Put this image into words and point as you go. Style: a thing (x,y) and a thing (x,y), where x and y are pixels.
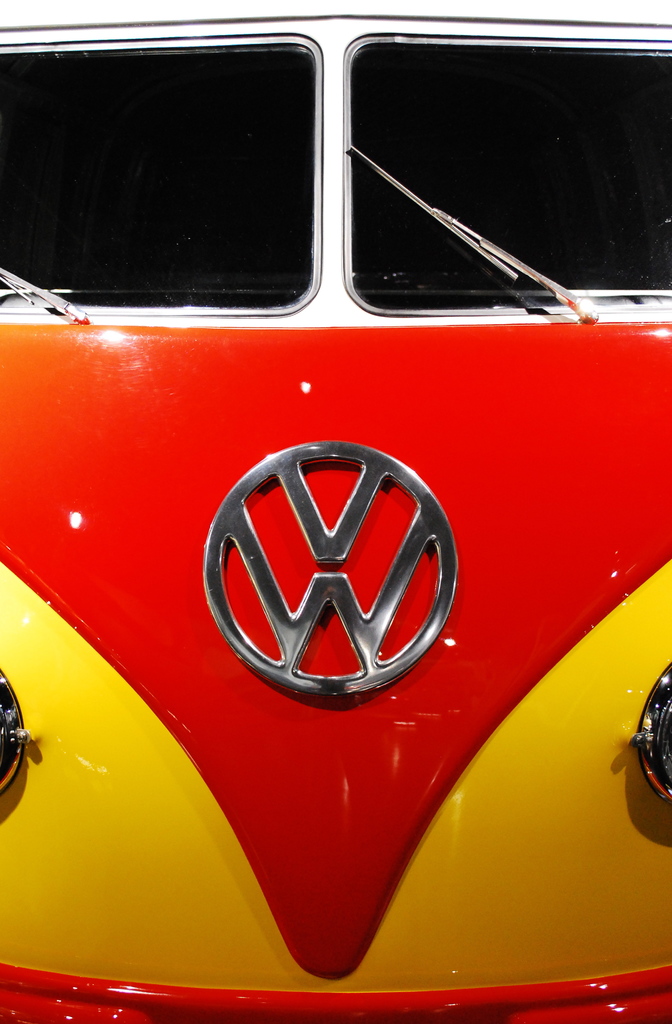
In this image there is a vehicle (208,370). The vehicle (204,778) is red and yellow in colors.
